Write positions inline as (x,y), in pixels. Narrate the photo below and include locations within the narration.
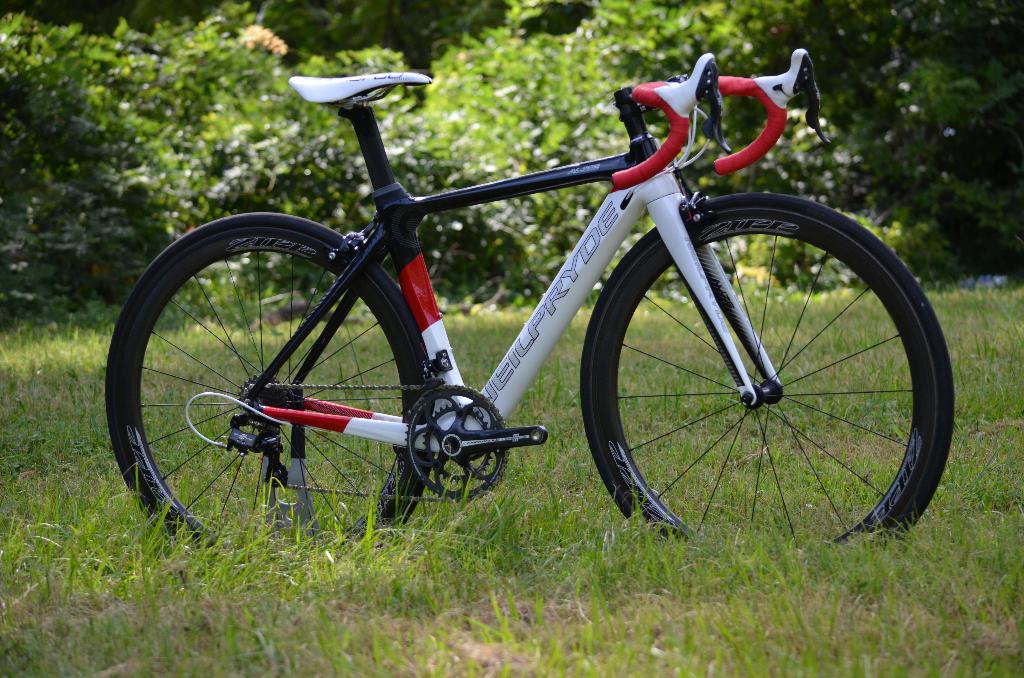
In the picture we can see a grass surface (528,557) on it, we can see a bicycle (434,445) is parked and behind it we can see some plants (1002,145).
